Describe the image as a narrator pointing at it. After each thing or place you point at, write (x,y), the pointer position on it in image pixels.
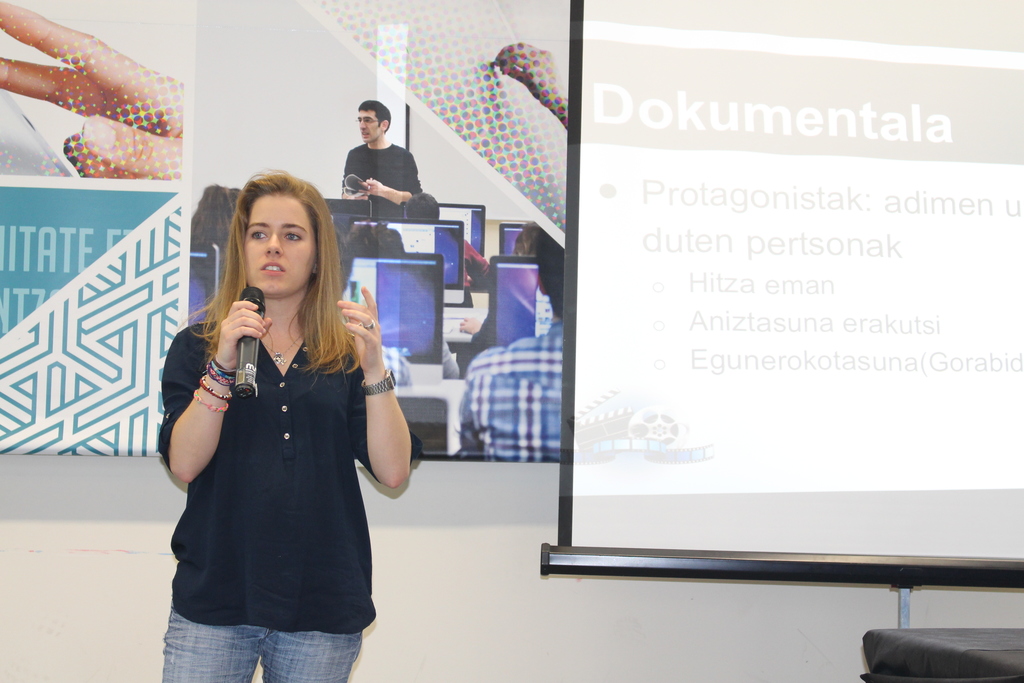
As we can see in the image in the front (313,562) there is a woman (303,398) wearing black color dress (288,481) and holding mic (247,381). On the right side (847,321) there is screen (847,321). On screen (808,227) there is something written. There is white color wall (448,566) and banner (471,133). On banner (187,83) there are few people (363,157), and computers (431,308).
